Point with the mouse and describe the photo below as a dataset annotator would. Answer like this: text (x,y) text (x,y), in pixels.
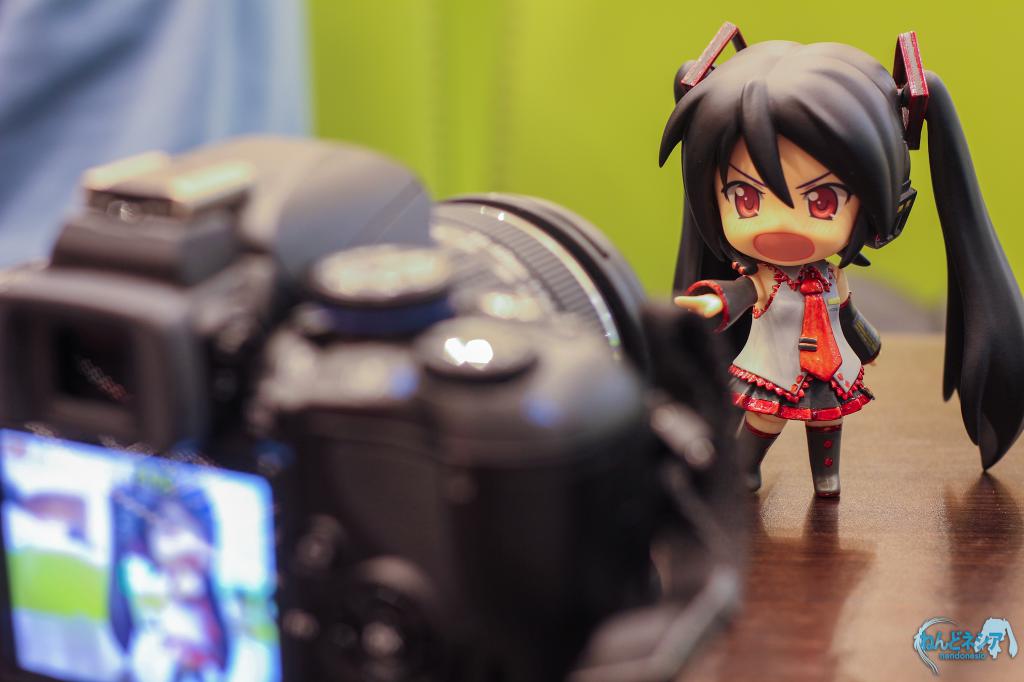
In this image I can see a camera (454,374) which is black in color on the brown colored surface (795,562) and on the surface (896,548) I can see a girl toy (903,180) who is wearing white, black and red colored dress (790,363). In the background (655,138) I can see the green and blue colored surface (448,77).
